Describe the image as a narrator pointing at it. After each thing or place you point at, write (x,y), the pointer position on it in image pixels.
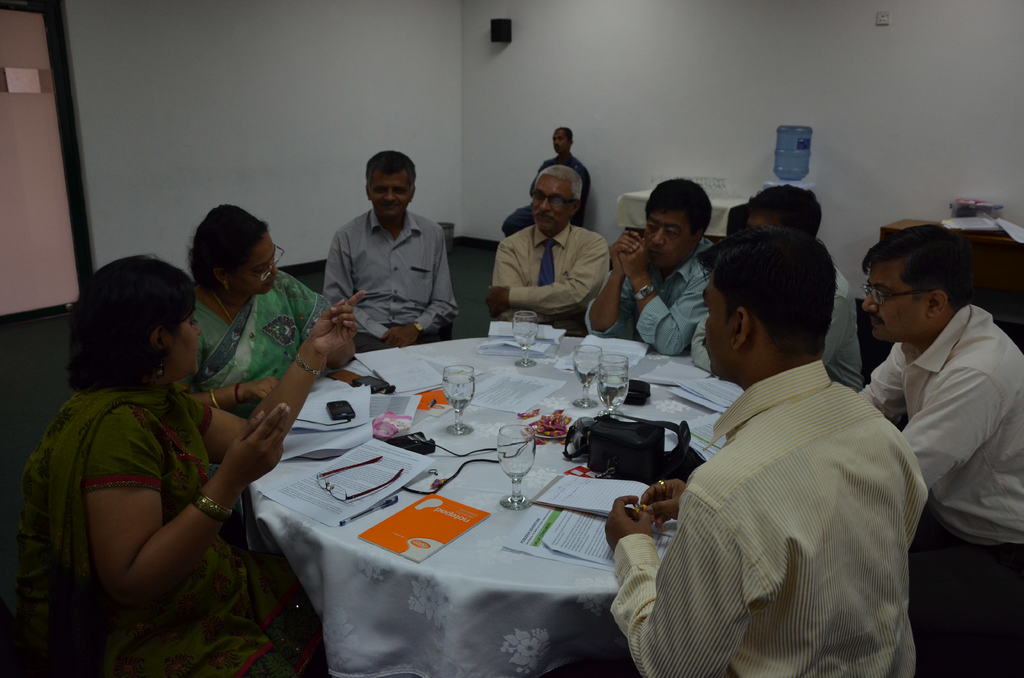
The image is inside the room (342,307). In the image there are group of people (409,334) sitting on chair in front of a table (368,555), on table (404,562) we can see a book (439,524), pen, paper (309,486), glasses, mobile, glass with some drink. On left side (45,119) there is a pink color door (12,201) and background (880,174) we can see a wall (864,117) which is in white color.
